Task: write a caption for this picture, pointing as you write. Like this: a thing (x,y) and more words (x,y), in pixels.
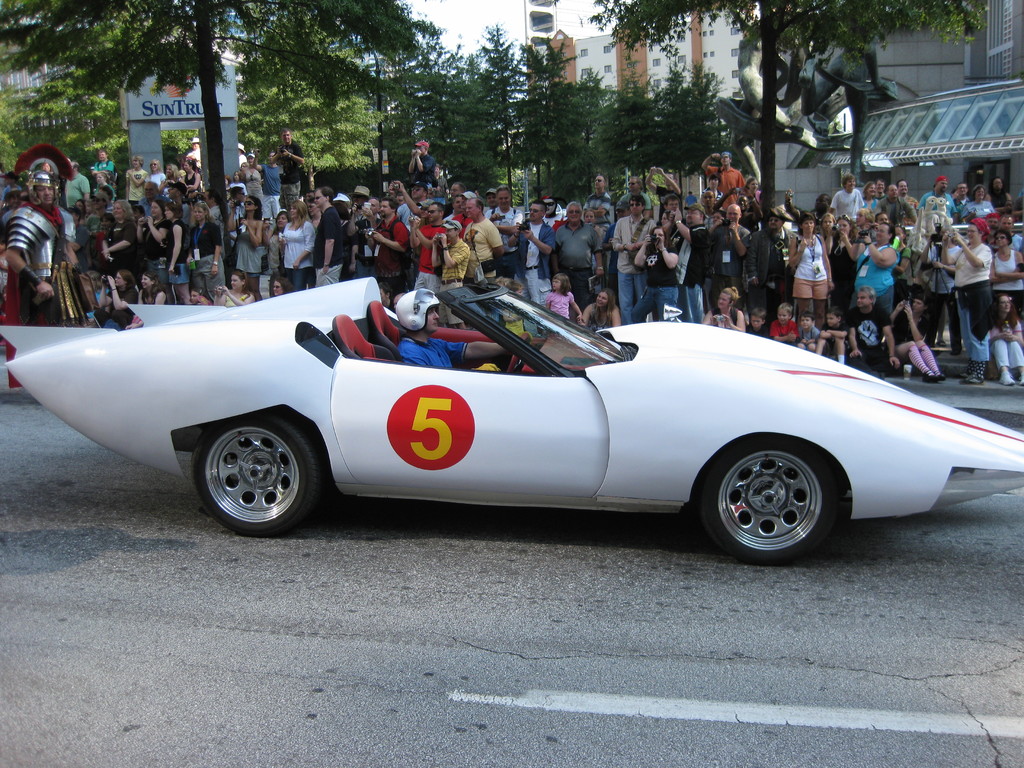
In this image I see a white car (725,364) and I see that there is a person (416,312) sitting in the car (356,358) and I see the road (325,687). In the background (1008,231) I see number of people (510,225), trees (499,129), buildings (994,44) and the sky (484,42) and I see a word (178,106) written over here.
